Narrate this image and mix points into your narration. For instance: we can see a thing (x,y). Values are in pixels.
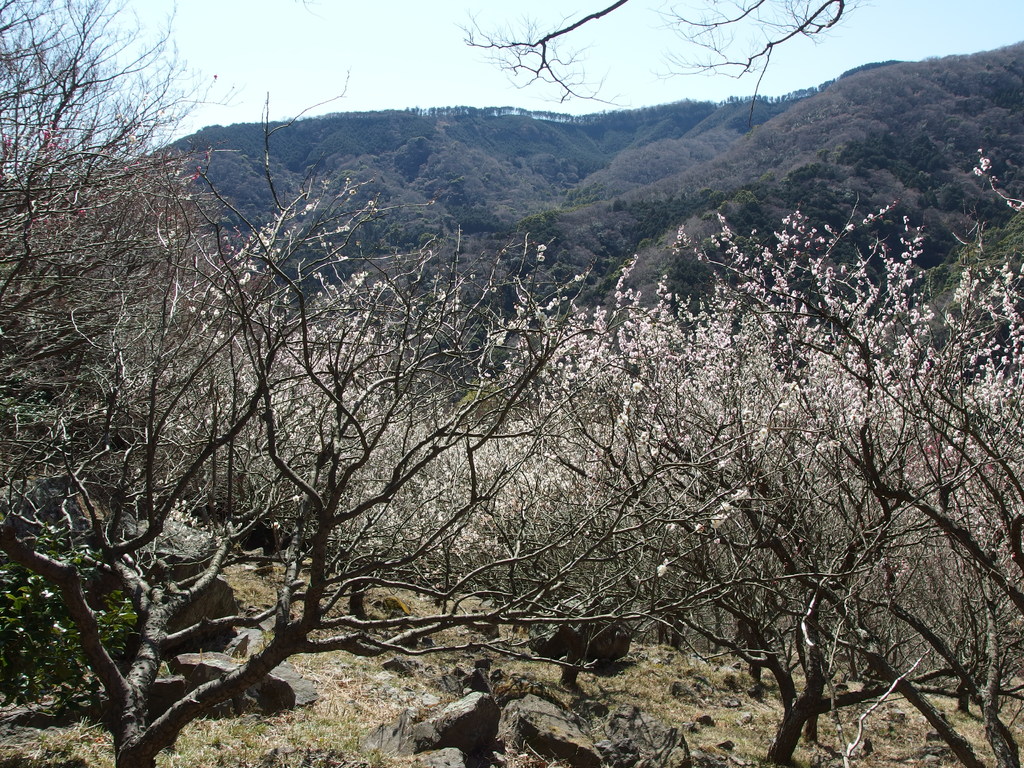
In this image I see number of trees (578,374) and I see the mountains (658,138) in the background (849,142) and I see the sky (1003,13).
